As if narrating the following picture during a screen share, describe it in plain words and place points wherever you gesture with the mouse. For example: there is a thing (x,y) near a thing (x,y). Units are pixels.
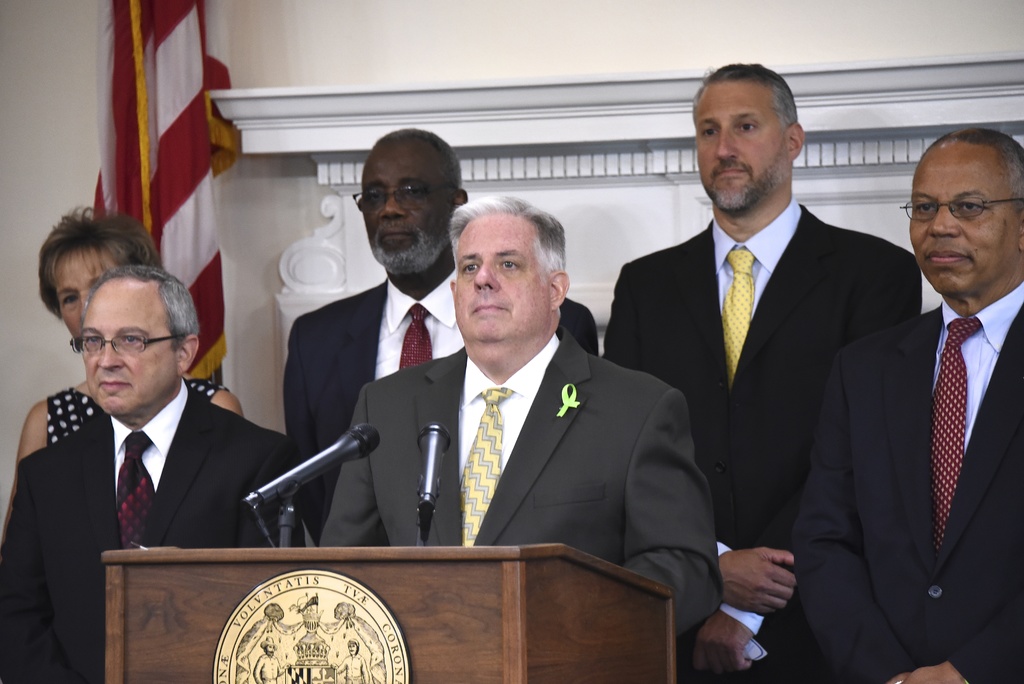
Here we can see few persons (850,405) and there is a man (572,471) standing in front of mike's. Here we can see a podium (508,630). In the background (374,30) we can see wall (441,44) and a flag (155,182).
